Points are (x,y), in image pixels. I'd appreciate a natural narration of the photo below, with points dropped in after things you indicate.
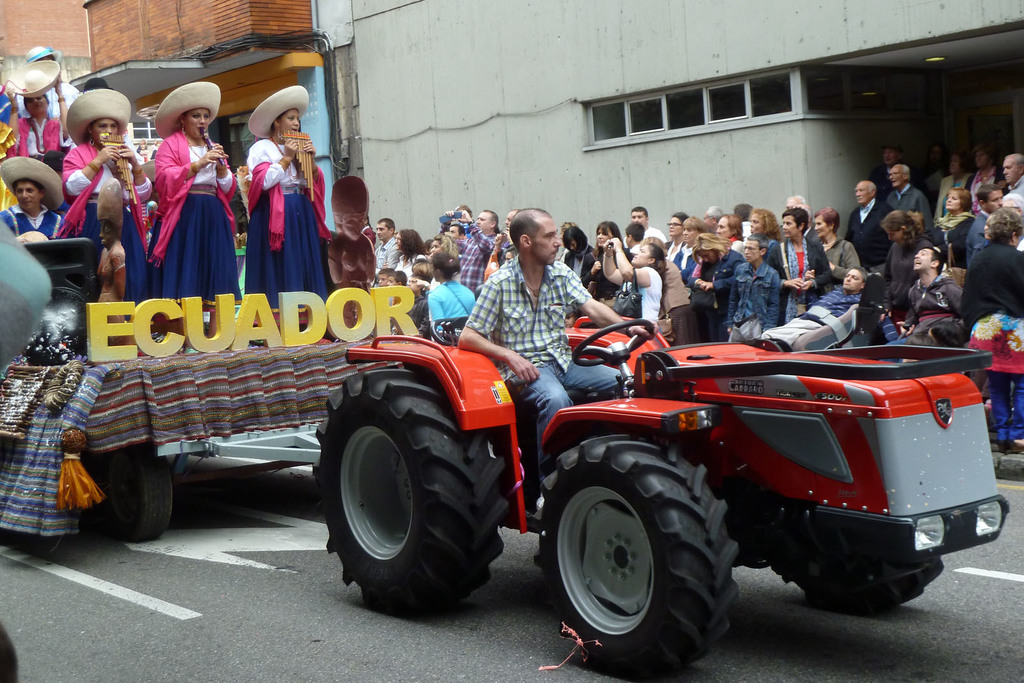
Here we can see persons (546,328) on the vehicle (527,483). This is a road (177,650). In the background (1008,239) we can see group of people (763,236) and buildings (472,69).
